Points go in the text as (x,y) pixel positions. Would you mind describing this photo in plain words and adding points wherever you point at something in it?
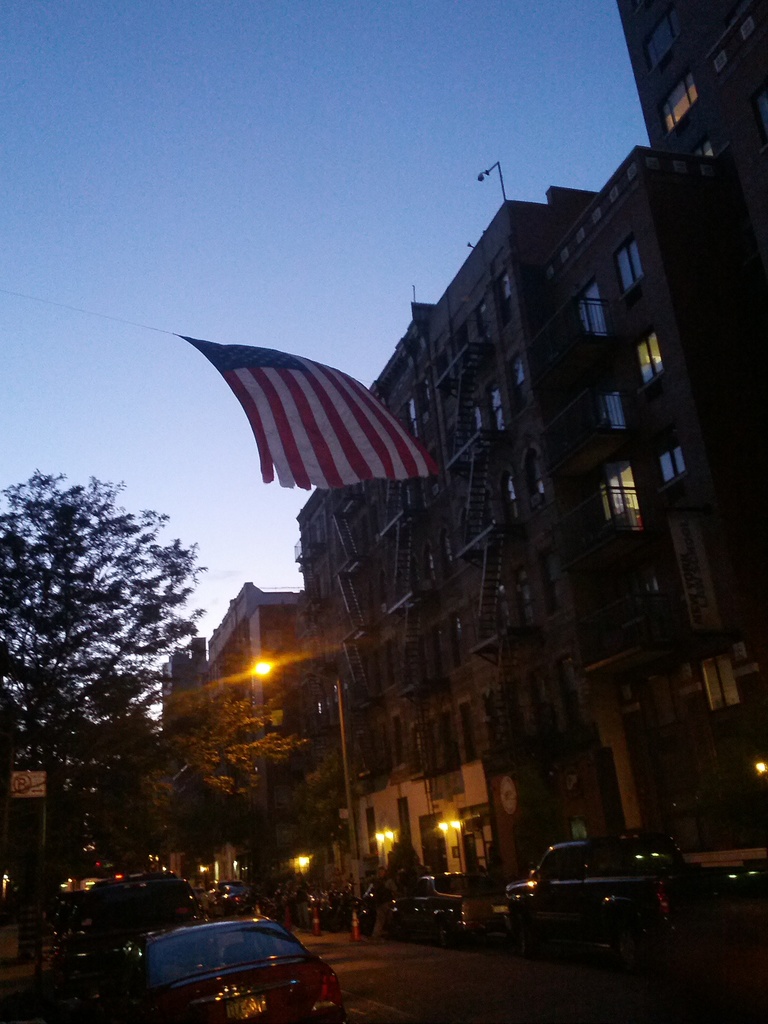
This picture is clicked outside. In the foreground (163,944) we can see the group of vehicles (437,944) seems to be parked on the ground (480,969). In the center (269,674) we can see the trees (304,775) and the lights (262,663) and the buildings (475,535) and we can see the stairs (467,546) and windows (610,412) of the buildings (432,424). At the top (321,146) there is a sky (346,140) and a flag (300,406) hanging on the rope (162,331).
